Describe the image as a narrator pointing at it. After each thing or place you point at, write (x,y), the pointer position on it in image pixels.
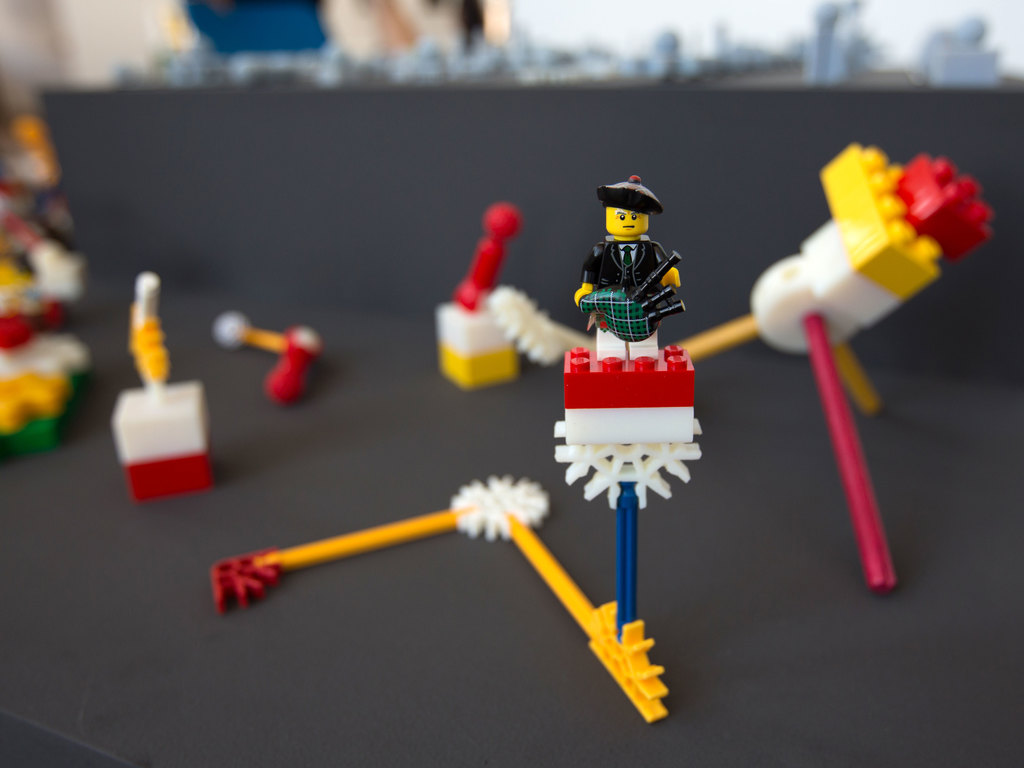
In this picture I can see in the middle (621,338) there are dolls (617,360).
